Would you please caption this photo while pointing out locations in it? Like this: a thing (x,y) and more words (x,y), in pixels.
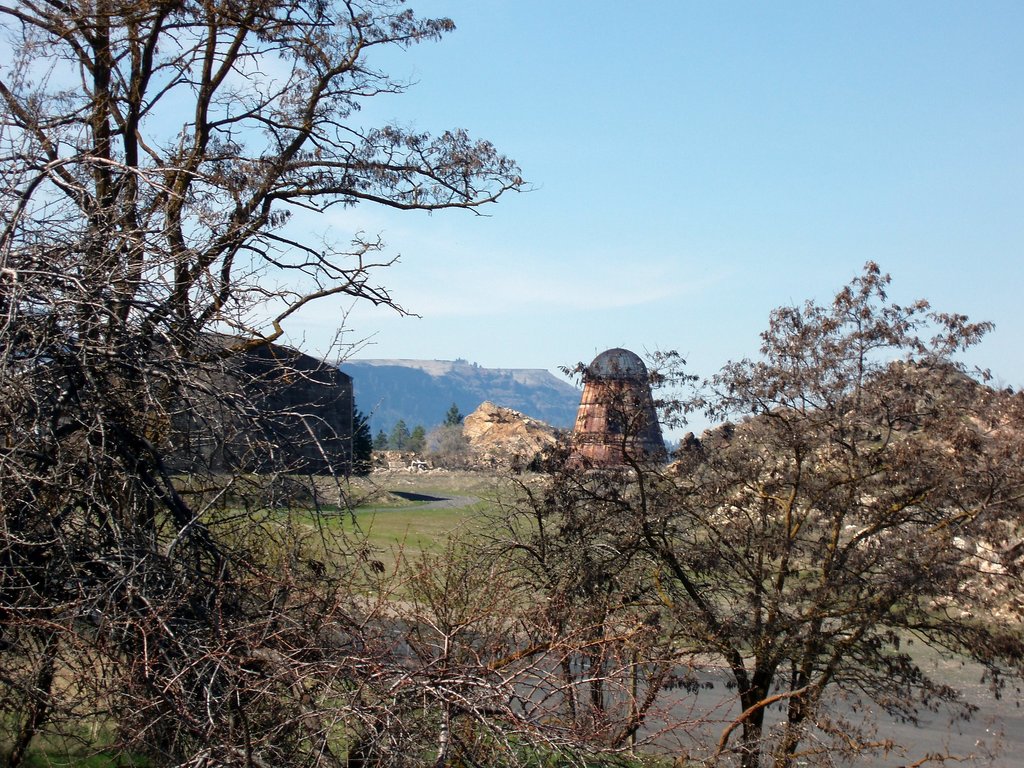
This is a road (925,732) and there are trees (520,543). Here we can see grass (418,554), rocks (1009,591), and a mountain (515,398). In the background (575,287) there is sky (744,233).
